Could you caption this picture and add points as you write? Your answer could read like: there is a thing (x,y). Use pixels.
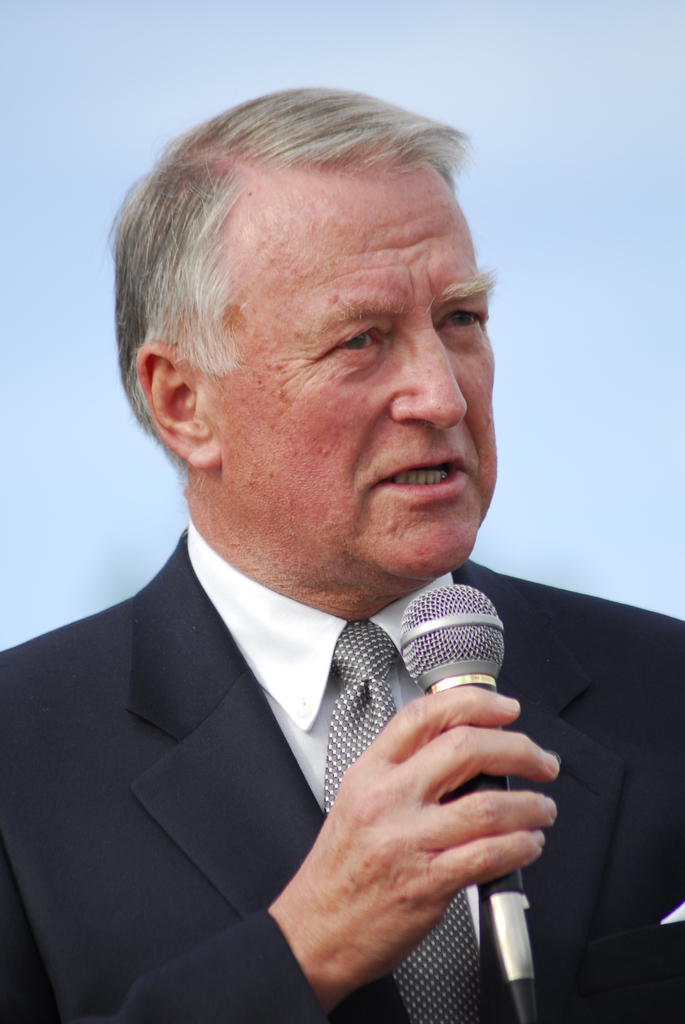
Here we can see an old man (299,128) speaking something in the microphone (515,923) present in his hand (439,733).
